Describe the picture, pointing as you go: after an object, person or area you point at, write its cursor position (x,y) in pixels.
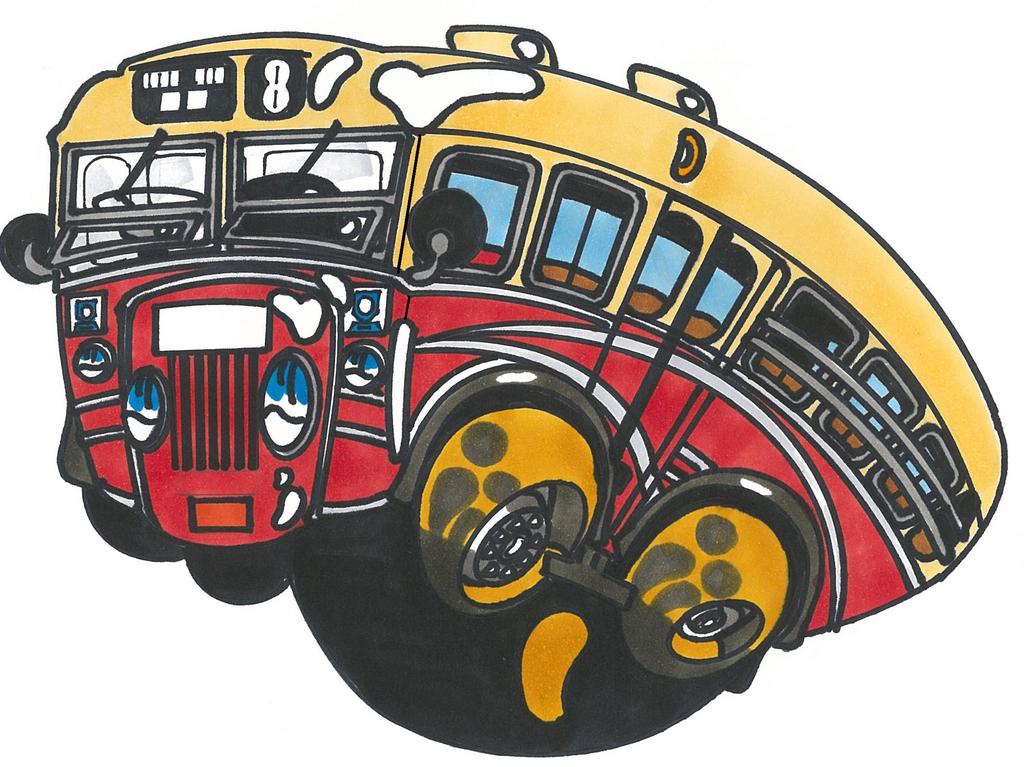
This looks like a clipart. It is of a bus (595,353). It is in yellow and red color.
